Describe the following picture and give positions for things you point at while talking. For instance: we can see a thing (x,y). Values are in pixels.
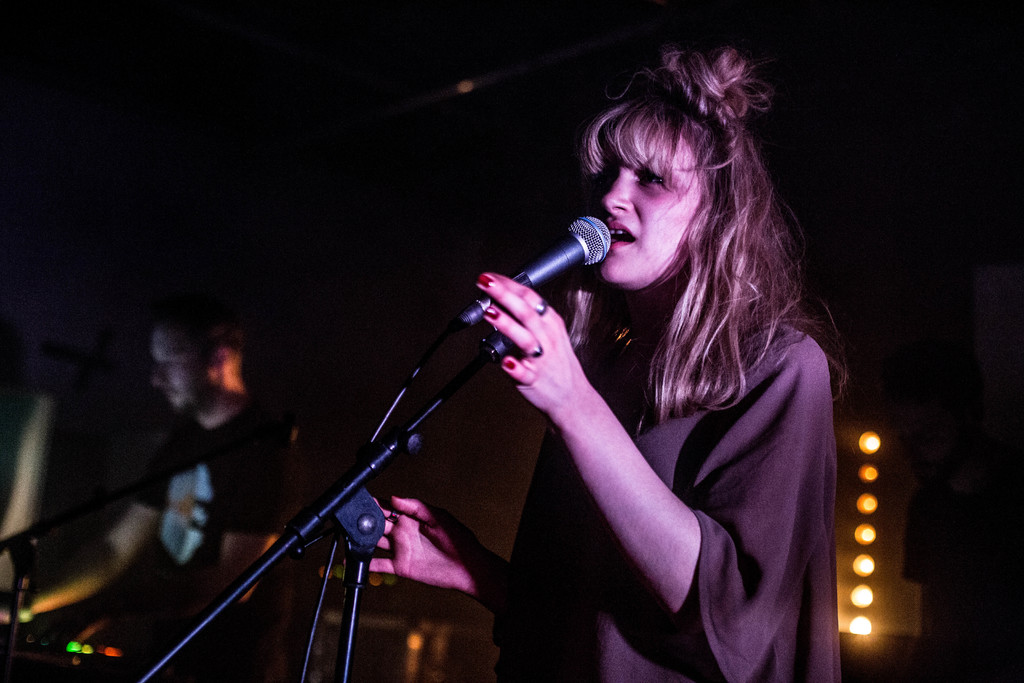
In this image, there are a few people (598,380). We can also see some microphones (555,261). We can see the background (334,309) and some lights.
